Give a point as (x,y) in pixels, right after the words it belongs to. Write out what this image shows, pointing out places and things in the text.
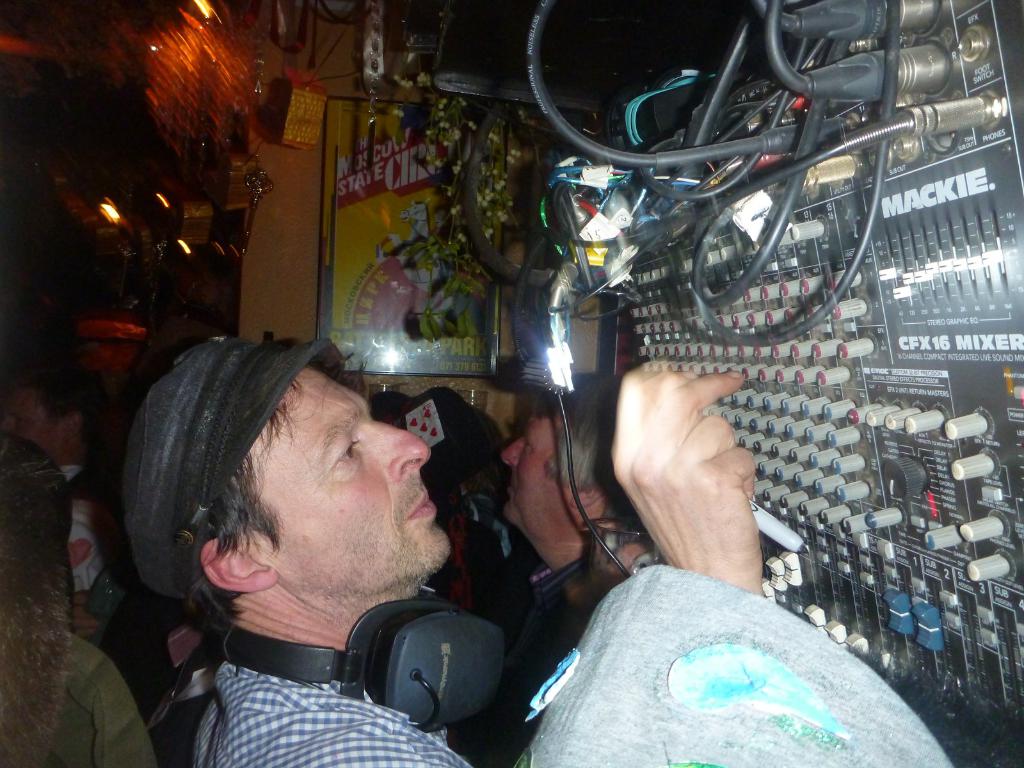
In this image I can see a group of people (566,578) on the floor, some objects (899,144), wires (863,141), lights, boards (369,263) and so on. This image is taken may be in a hall (147,210).
